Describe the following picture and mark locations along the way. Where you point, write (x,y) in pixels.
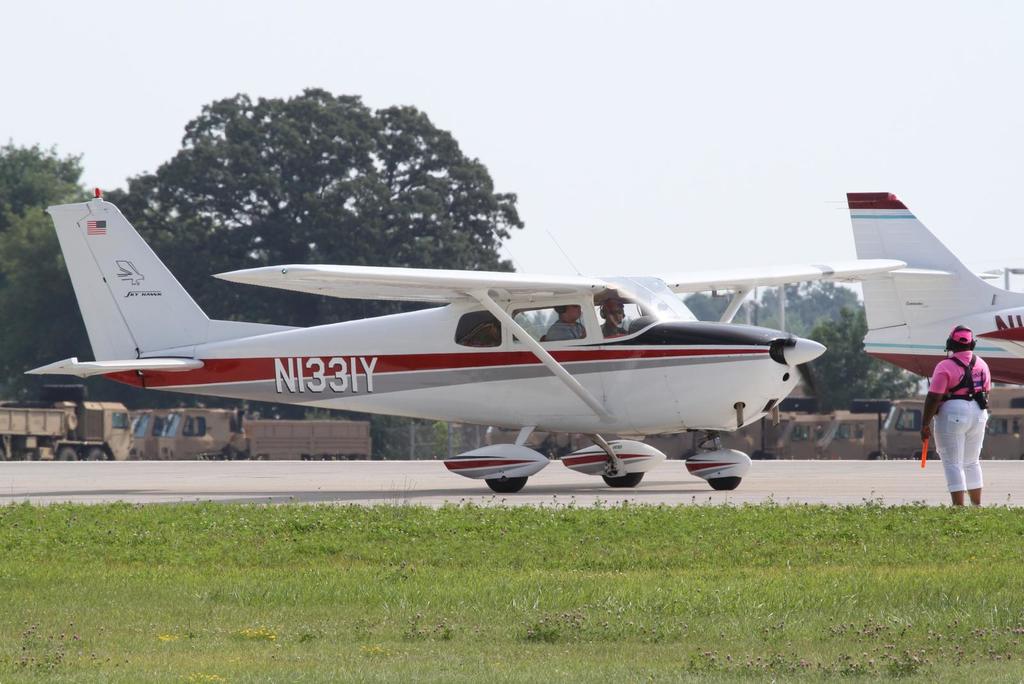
In this image we can see few aircraft (779,345). There is some text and few logos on the aircraft (602,347). We can see few people (953,421) in the image. A person (939,426) is standing and holding an object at the right side of the image (953,421). We can see the sky (688,100) in the image. There are few vehicles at the left side of the image (260,441). There are few vehicles (841,445) at the right side of the image (866,436). There is a grassy land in the image.
